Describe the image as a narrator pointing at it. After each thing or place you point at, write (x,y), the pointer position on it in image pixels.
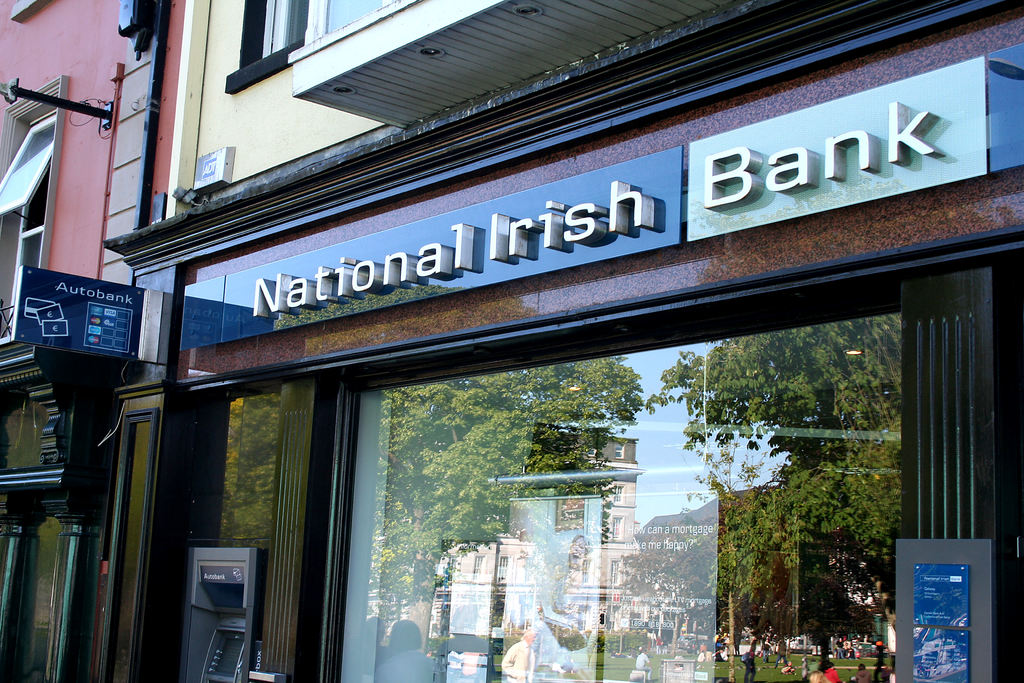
In this picture we can see a machine (197,623), name boards (427,270), glass (471,449), buildings (80,255) with windows (27,211) and some objects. On the glass (458,531) we can see reflection (558,383) of a group of people (848,646) on the grass (795,671), building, trees (639,581) and the sky (618,433).
